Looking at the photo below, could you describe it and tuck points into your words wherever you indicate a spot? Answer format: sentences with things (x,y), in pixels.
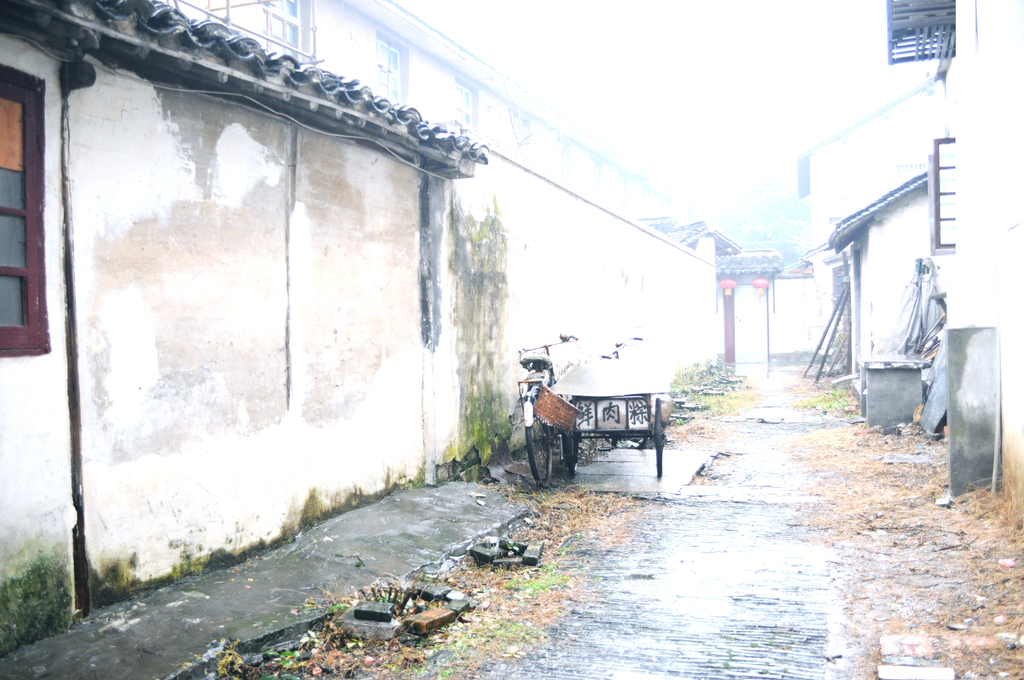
This picture consists of the wall (515,375), in front of the wall (180,372) I can see a bi-cycle (560,441) and cart vehicle (629,429) and there is a house (852,268) on the right side (977,219), at the top (675,86) I can see the sky (664,45).
